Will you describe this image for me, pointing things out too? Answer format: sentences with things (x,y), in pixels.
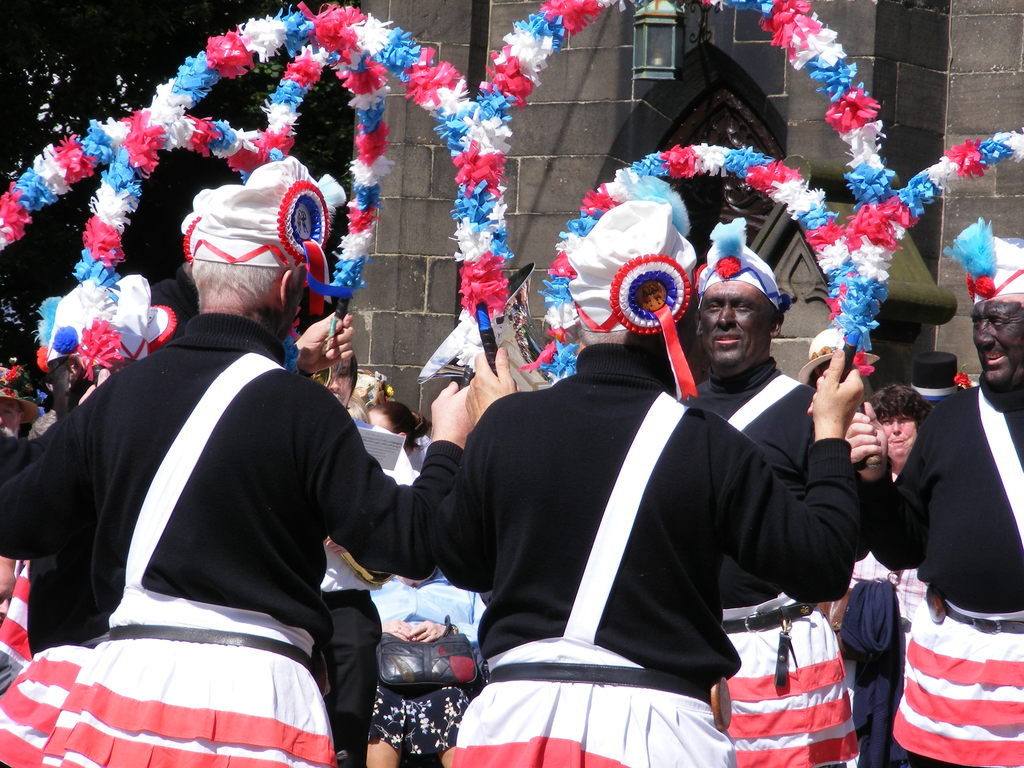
A group of people (319,207) are performing different actions, they wore black color coats (572,570) and white and red color skirts (256,729). In the middle (376,266) it is a stone wall (566,160).
